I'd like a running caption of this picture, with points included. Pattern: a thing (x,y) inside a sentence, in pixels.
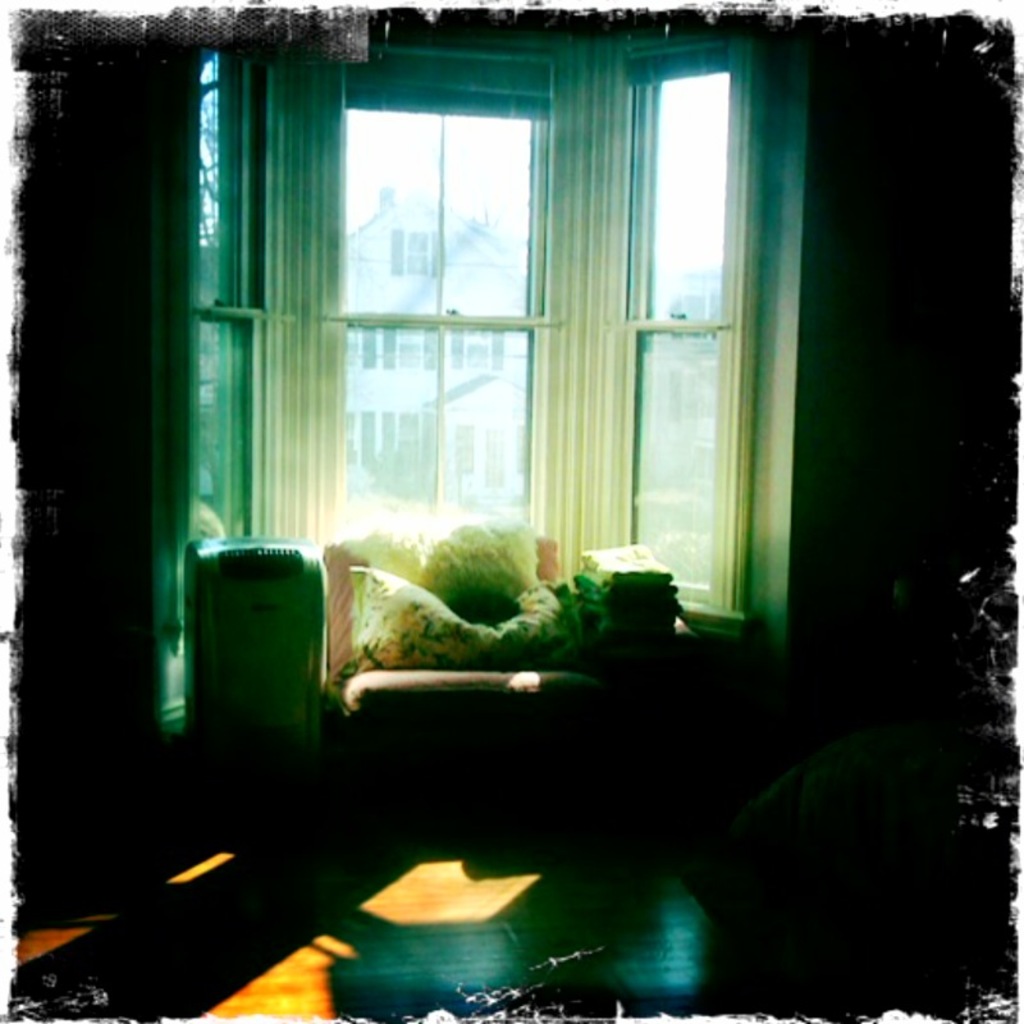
In the center of the image (569,670) a couch (480,677) is present. On couch (609,686) we can see the pillow (480,599), beside that clothes (625,588) are present. In the background of the image (436,285) we can see the curtains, window (468,223) are present. At the bottom of the image (427,955) floor (459,939) is there.
